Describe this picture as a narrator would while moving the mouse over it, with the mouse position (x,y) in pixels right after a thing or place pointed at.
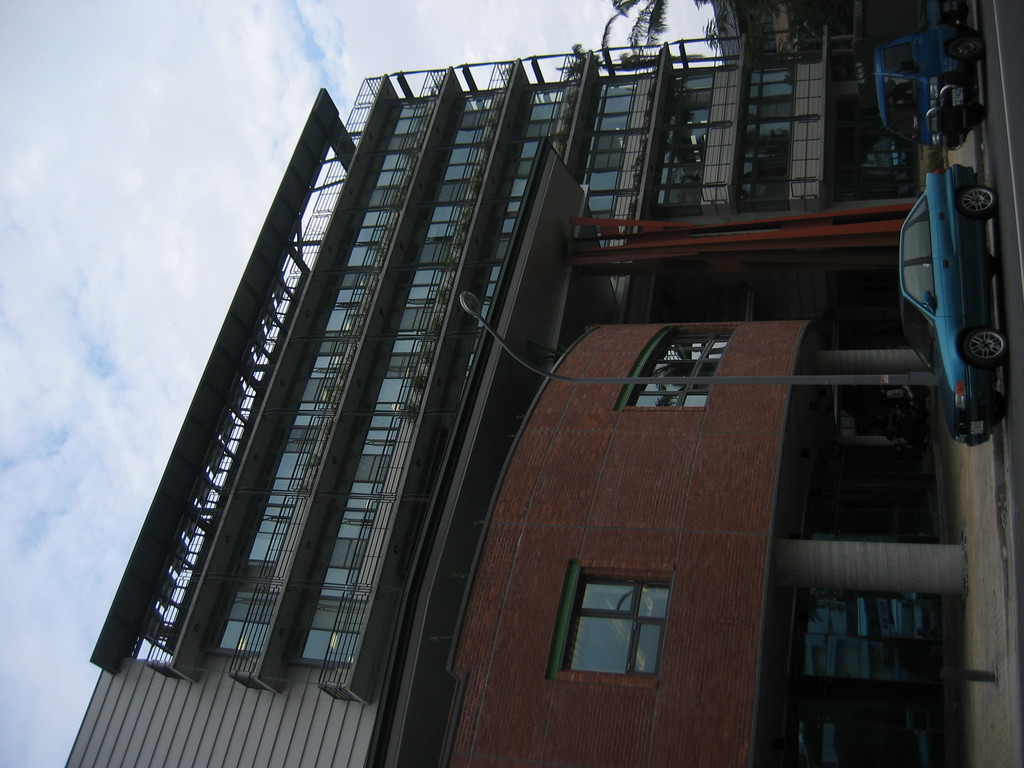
There are vehicles (958,110), tree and a building (622,175) in the foreground area of the image (469,288), there is the sky (13,308) in the background (8,224).
